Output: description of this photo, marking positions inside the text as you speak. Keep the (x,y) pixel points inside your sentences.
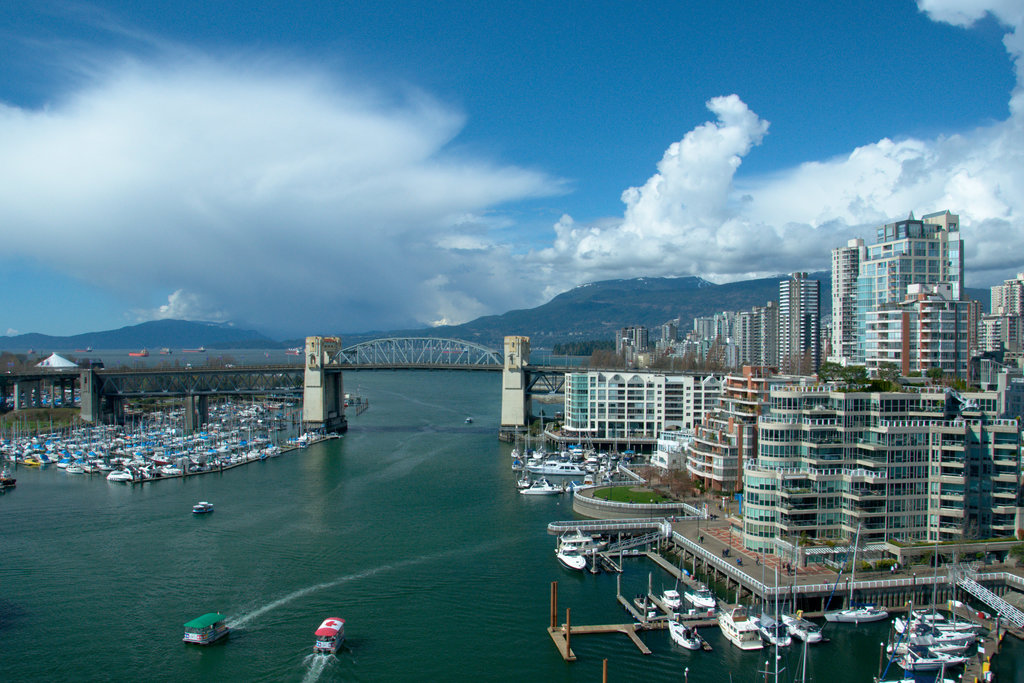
In this picture I can see boats (710,605) on the water (366,487), there are buildings (765,354), trees (674,366), a bridge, hills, and in the background (452,186) there is sky (555,106).
